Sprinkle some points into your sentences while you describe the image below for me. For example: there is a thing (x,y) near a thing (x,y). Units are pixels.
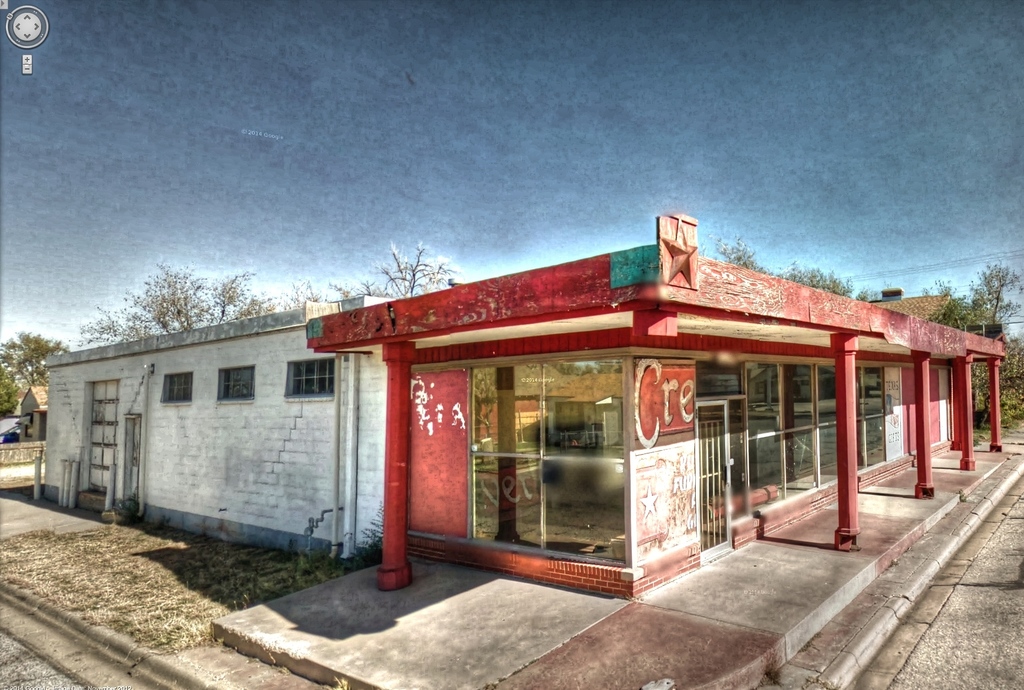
In the foreground of this picture (393,501), there is a building (818,453) and a side path (326,625) to walk. On the top (692,166), there are trees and the sky (583,232).
